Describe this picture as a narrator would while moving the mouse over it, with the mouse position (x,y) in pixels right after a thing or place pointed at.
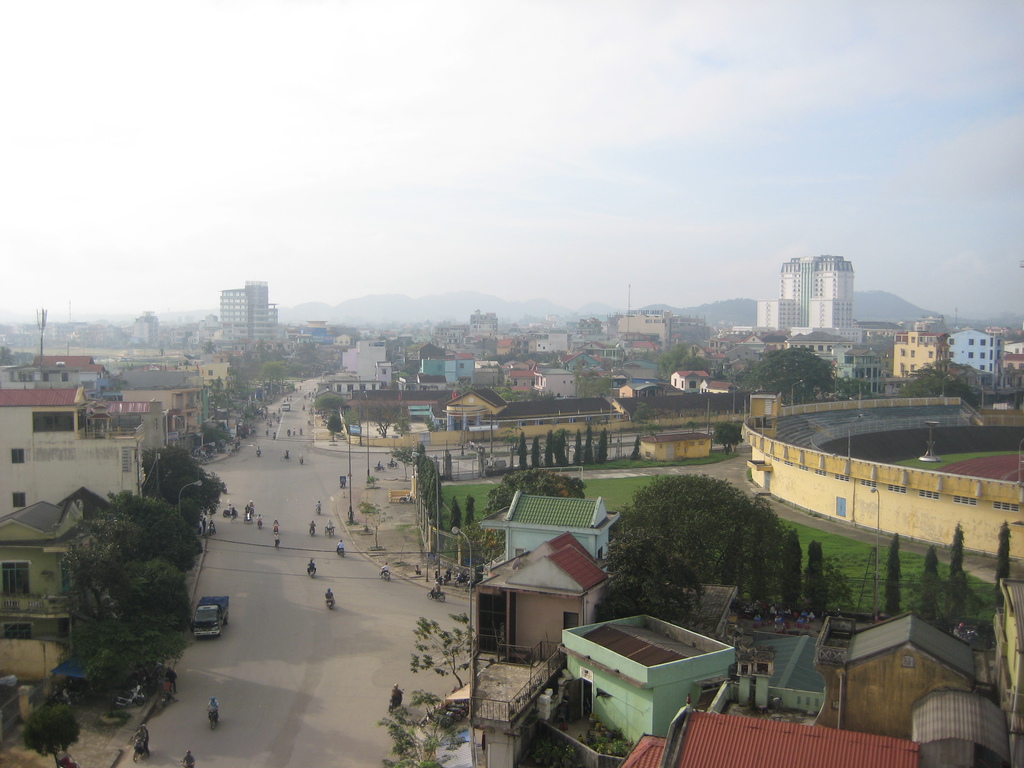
In this image, we can see the ground (281,658). There are a few vehicles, people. We can see some buildings (113,438), poles (414,476) and trees (960,556). We can see a stadium (862,442) on the right (877,516). We can see some hills (557,312) and the sky (667,212).
